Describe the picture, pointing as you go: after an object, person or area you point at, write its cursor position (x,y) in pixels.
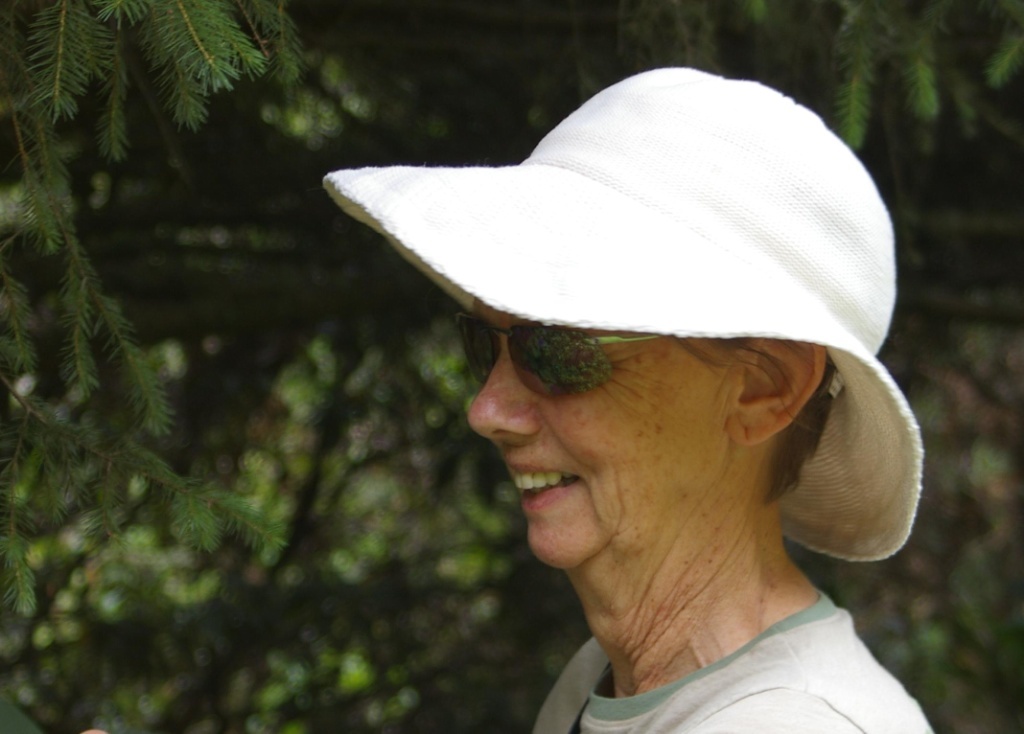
In this picture I can observe a person (656,495) wearing white color hat (588,266) in middle of the picture (525,317). The person (680,606) is wearing spectacles (475,365). The background (453,358) is blurred.
